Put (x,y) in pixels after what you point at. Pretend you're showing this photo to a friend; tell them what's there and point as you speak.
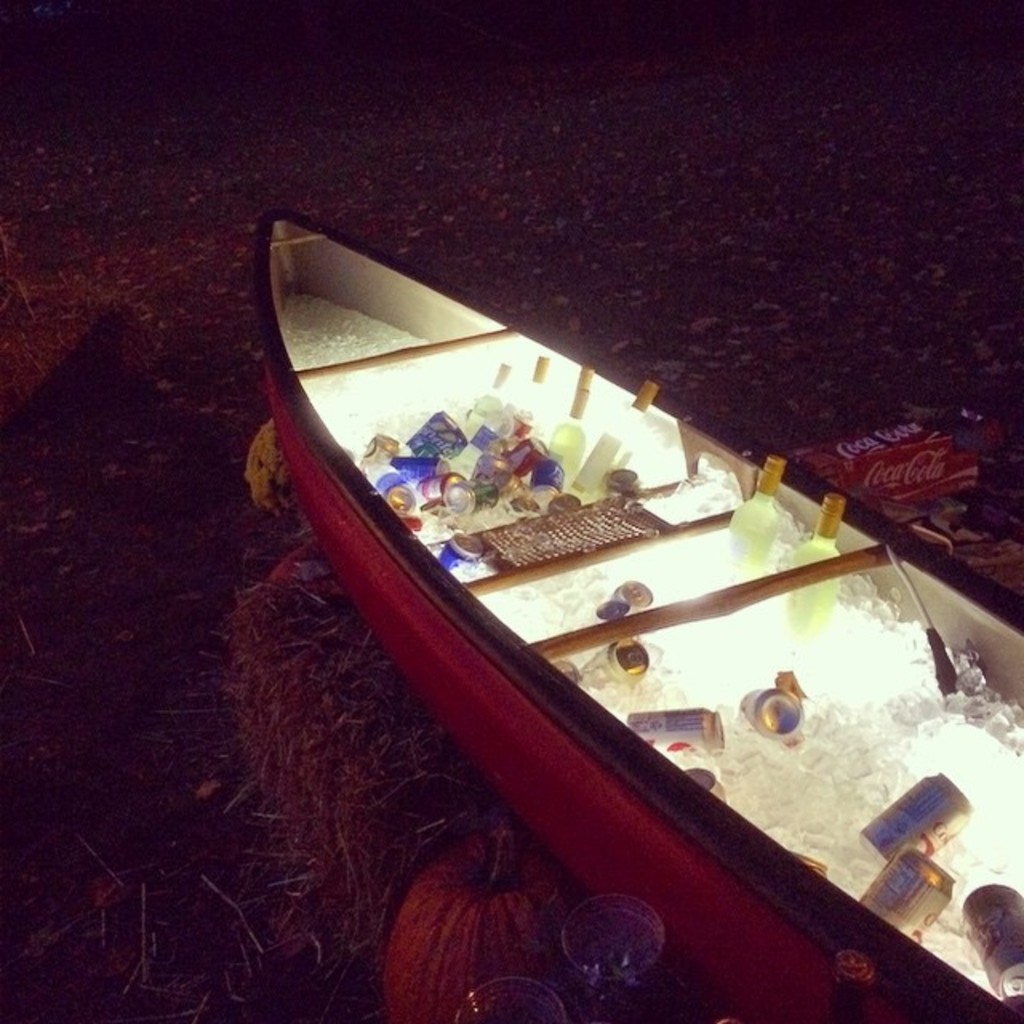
In the center of the image (414,343), we can see a boat (561,518) with ice (683,544), bottles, tins (568,503) and in the background (867,450), there is a box (876,465) and we can see a pumpkin (453,920) and glasses (571,961) and a dry grass (336,729). At the bottom (221,707), there is ground (695,225).
